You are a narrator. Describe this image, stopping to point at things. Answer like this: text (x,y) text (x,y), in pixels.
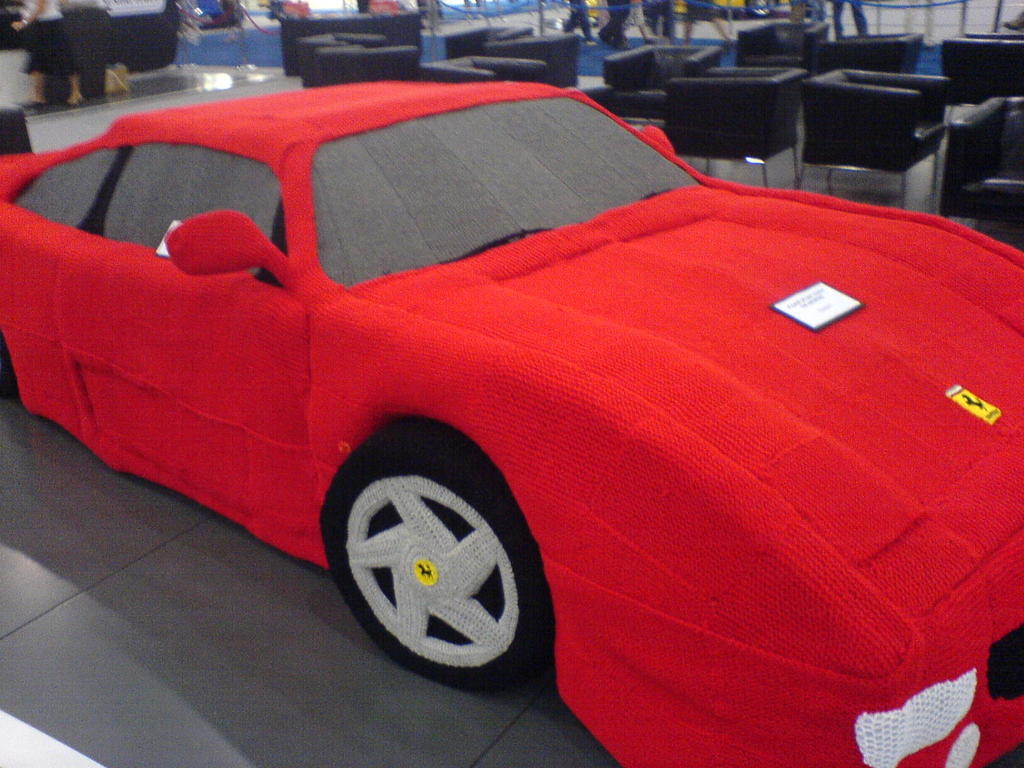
Here we can see a car (304,305) made with an item (278,136) on a platform (233,700). In the background (405,31) we can see chairs (669,70) and few persons (59,31) standing and walking on the floor (425,45) and we can also see few other objects (297,4).
